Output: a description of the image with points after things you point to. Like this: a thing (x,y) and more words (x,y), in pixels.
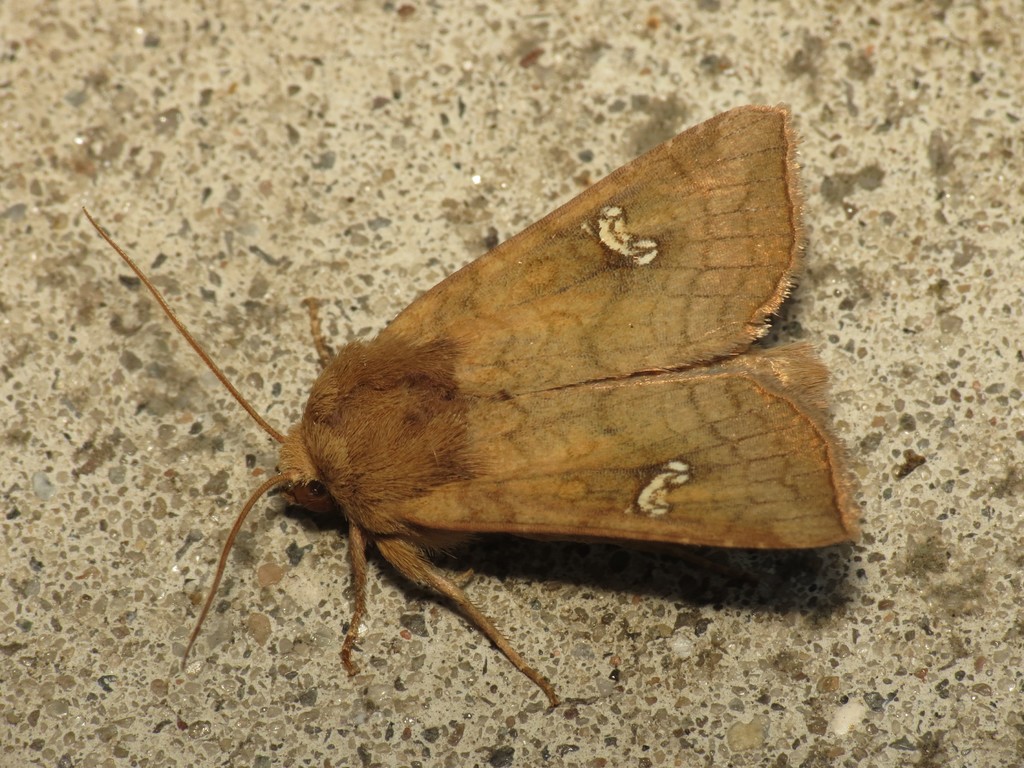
In this image we can see an insect (428,350) on the surface (288,617).
